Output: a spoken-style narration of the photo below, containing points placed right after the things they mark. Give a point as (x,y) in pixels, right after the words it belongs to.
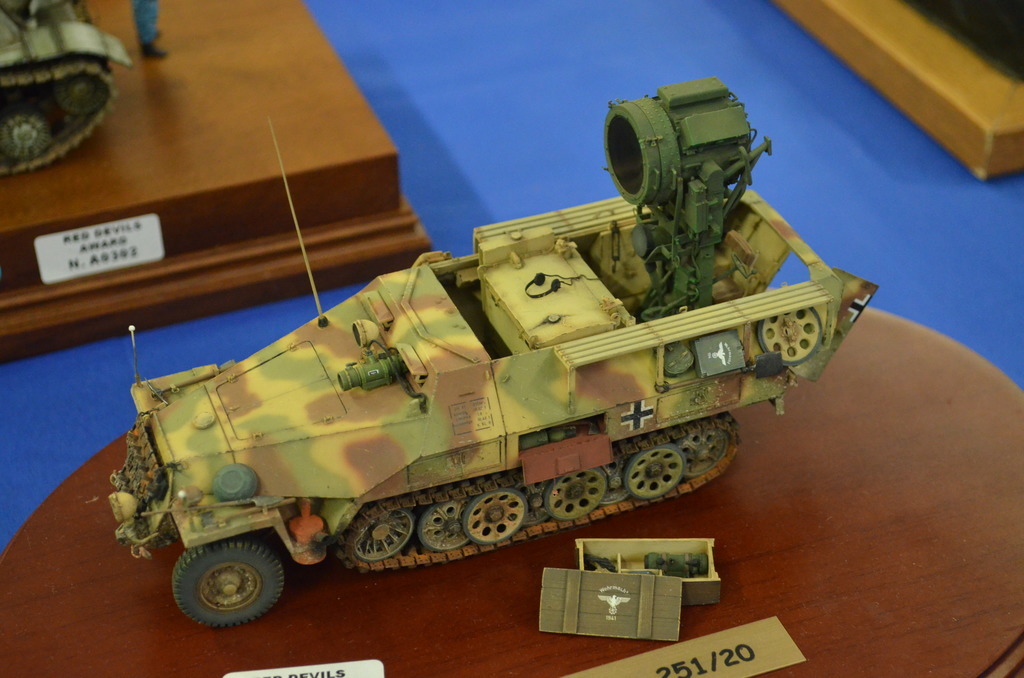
In the foreground of the picture (509,358) there is a scale model of army vehicle (450,396) and other objects (578,628), placed on a table (890,485). The background (116,27) is blurred.
